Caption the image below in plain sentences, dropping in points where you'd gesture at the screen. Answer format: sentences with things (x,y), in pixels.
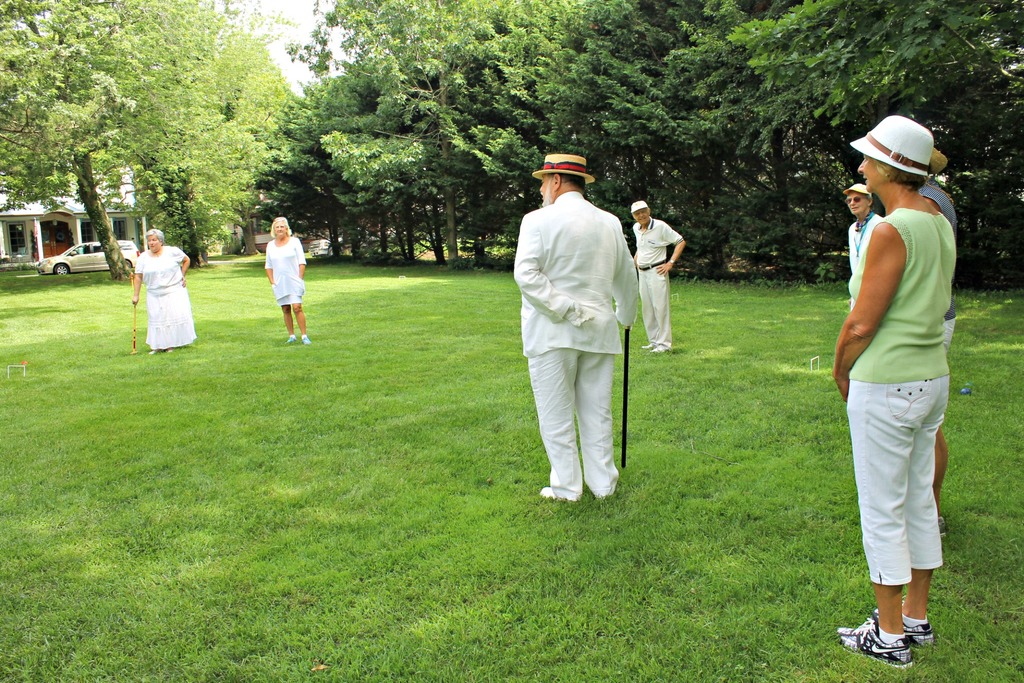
In this image, we can see some grass (392,508). There are people (650,295) in the middle of the image (584,270) wearing clothes (163,332). There are some trees (492,105) at the top of the image (415,95). There is a building (81,238) and car (85,259) on the left side of the image (70,226).
